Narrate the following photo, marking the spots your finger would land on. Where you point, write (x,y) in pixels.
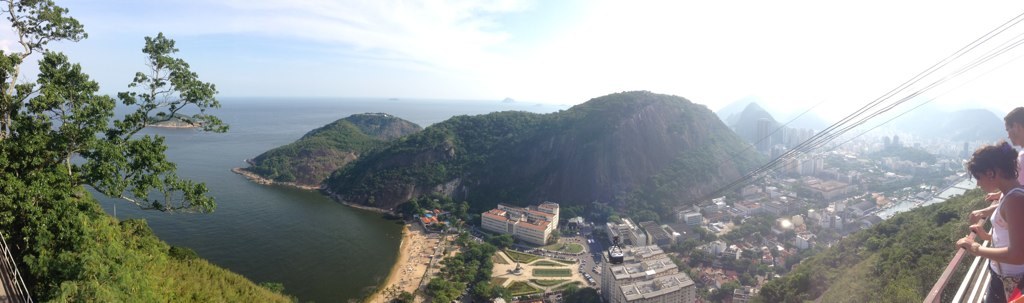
In the picture I can see these two persons (1006,209) are standing near the steel railing (957,260) which is on the right side of the image (935,295). Here I can see ropes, ropeway (616,258), buildings (753,250), hills (870,250), trees (74,236), the water (258,212) and the sky (389,77) with clouds (281,9) in the background (489,77).
